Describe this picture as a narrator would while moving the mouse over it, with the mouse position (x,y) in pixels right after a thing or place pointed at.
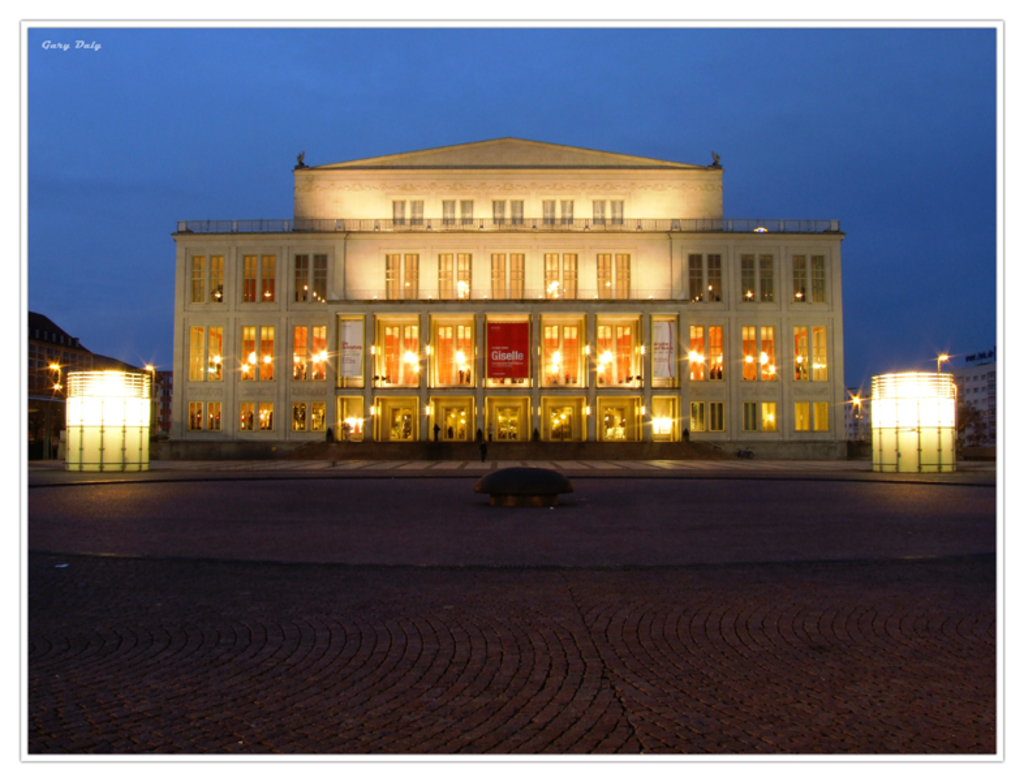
In the image we can see there is a building (495,409) and these are the windows (759,338) of the building (737,334). This is a footpath (488,631), lights (954,387), board (510,361), watermark (57,47), and a blue sky (497,66).
